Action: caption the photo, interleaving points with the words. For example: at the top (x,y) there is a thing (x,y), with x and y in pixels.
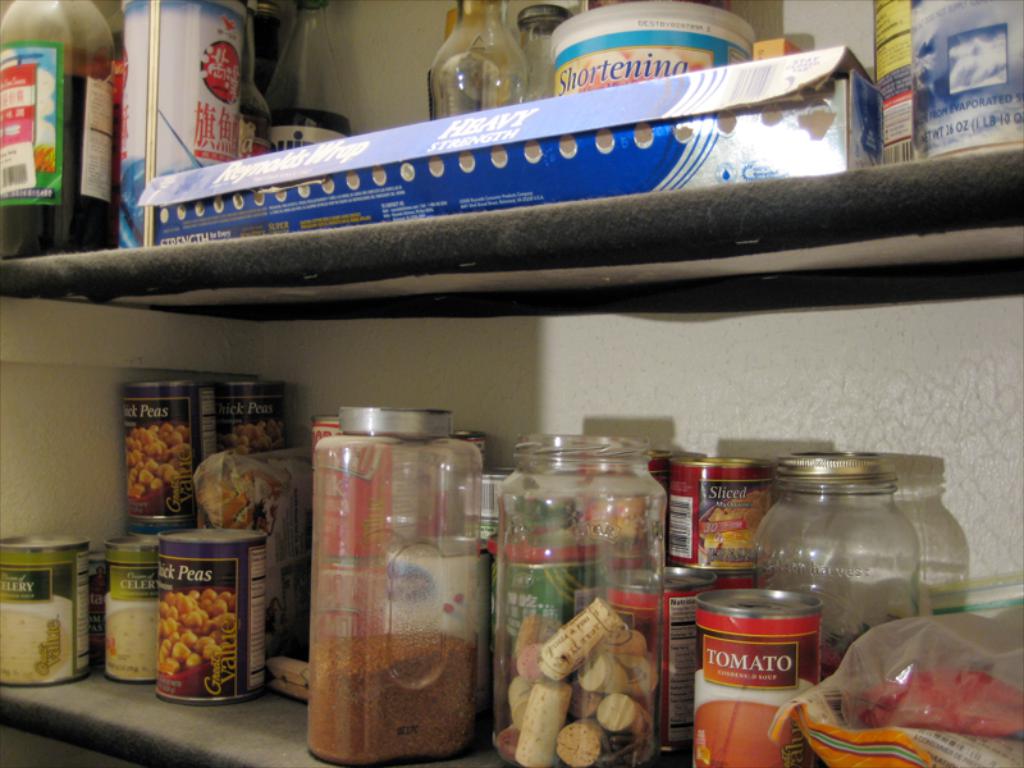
In this image we can see racks (261,290) with bottles (608,474) and packet (986,598). Inside the bottles (70,58) there are some items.
